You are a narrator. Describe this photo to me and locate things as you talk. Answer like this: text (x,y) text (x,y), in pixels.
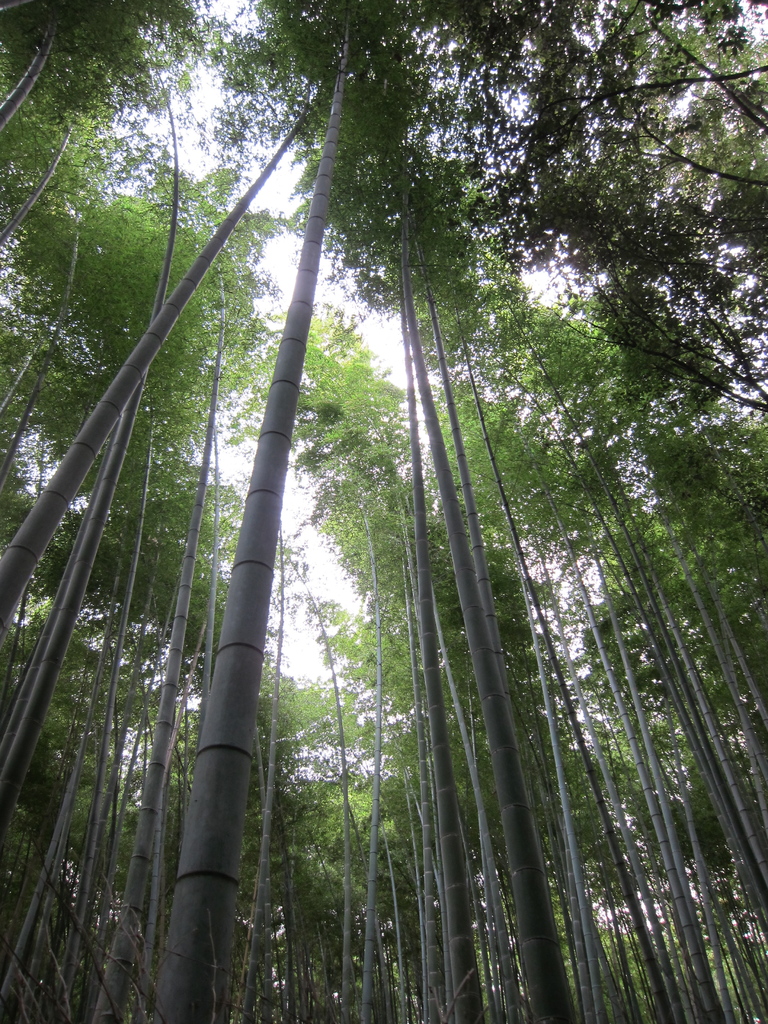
In this image there are many trees (415,451).
